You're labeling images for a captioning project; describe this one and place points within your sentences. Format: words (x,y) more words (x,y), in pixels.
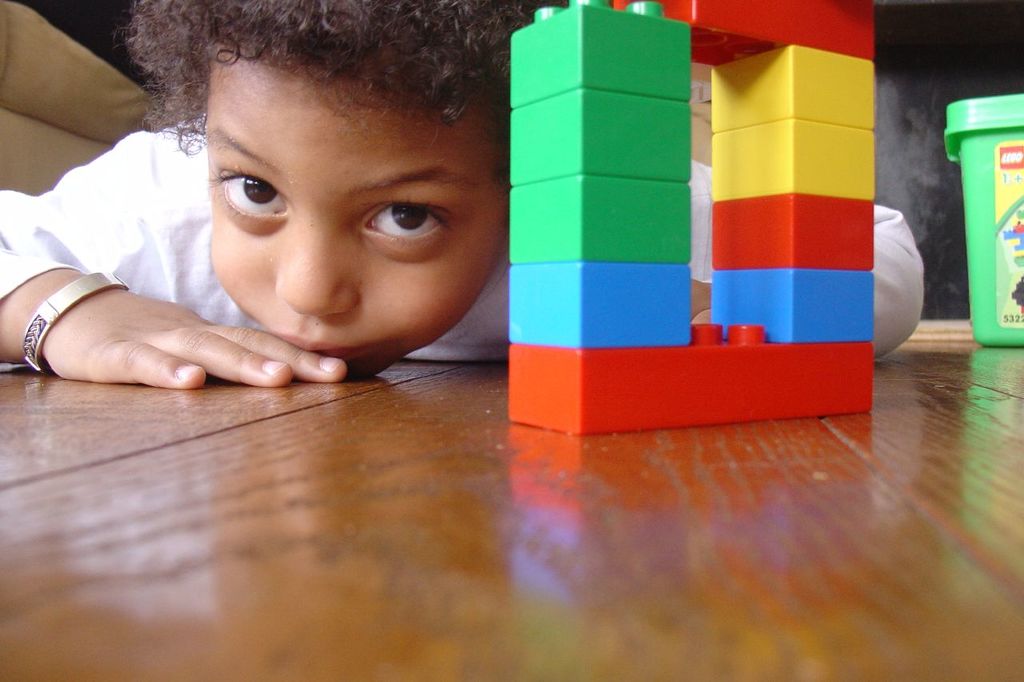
In this image I can see lego bricks (591,354) on a wooden surface (257,408). There is a child (369,264) and a green box (967,248) at the back (973,210).
